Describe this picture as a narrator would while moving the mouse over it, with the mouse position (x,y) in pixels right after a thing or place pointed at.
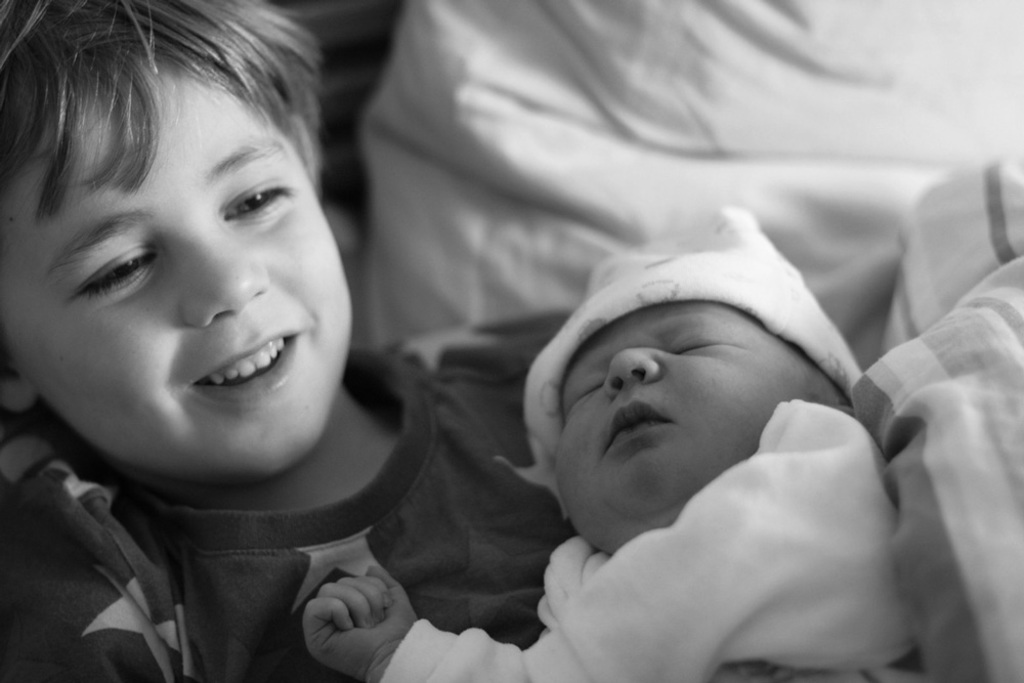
This is a black and white image. There is a boy (172,23) carrying a baby (656,337). In the background of the image (437,123) there is a white color cloth (501,232).
